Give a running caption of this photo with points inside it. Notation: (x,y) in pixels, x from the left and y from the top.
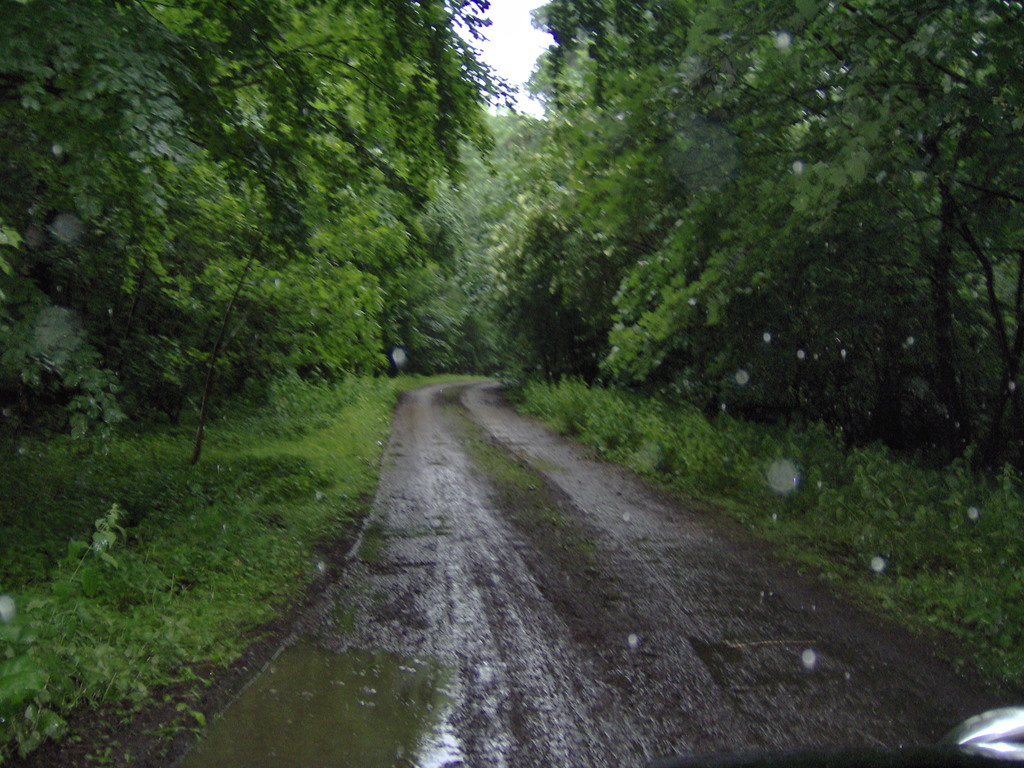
In this image we can see a road (463,579) and water (358,672). Beside the road (380,599) we can see a group of plants (124,478) and trees (777,341). At the top (501,52) we can see the sky (489,50).
